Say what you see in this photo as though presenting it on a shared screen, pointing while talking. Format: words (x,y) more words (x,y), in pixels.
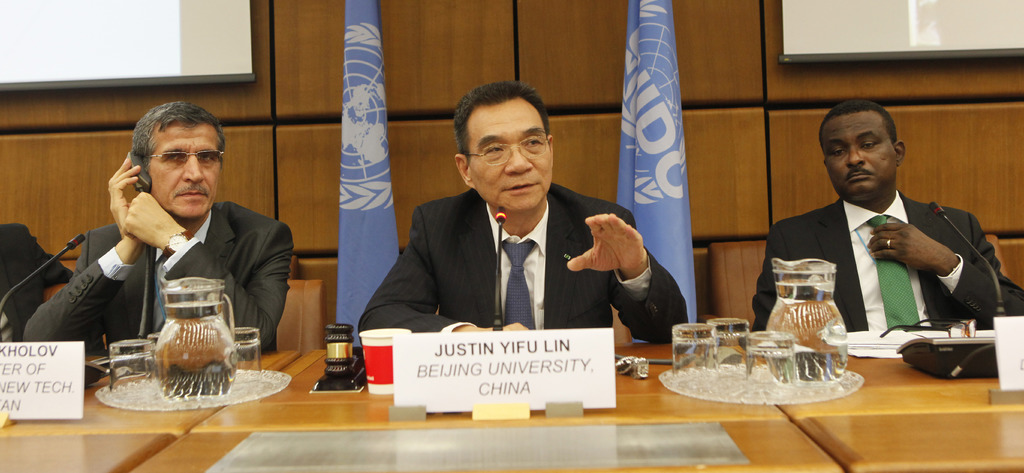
At the bottom of the image (268,456) we can see a table (749,454), on the table (34,433) we can see some glasses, jars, papers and microphones (16,286). Behind the table (978,413) three persons (158,215) are sitting. Behind them we can see two flags (355,103) and wall (289,86), on the wall (1003,123) we can see two screens (1016,5).
